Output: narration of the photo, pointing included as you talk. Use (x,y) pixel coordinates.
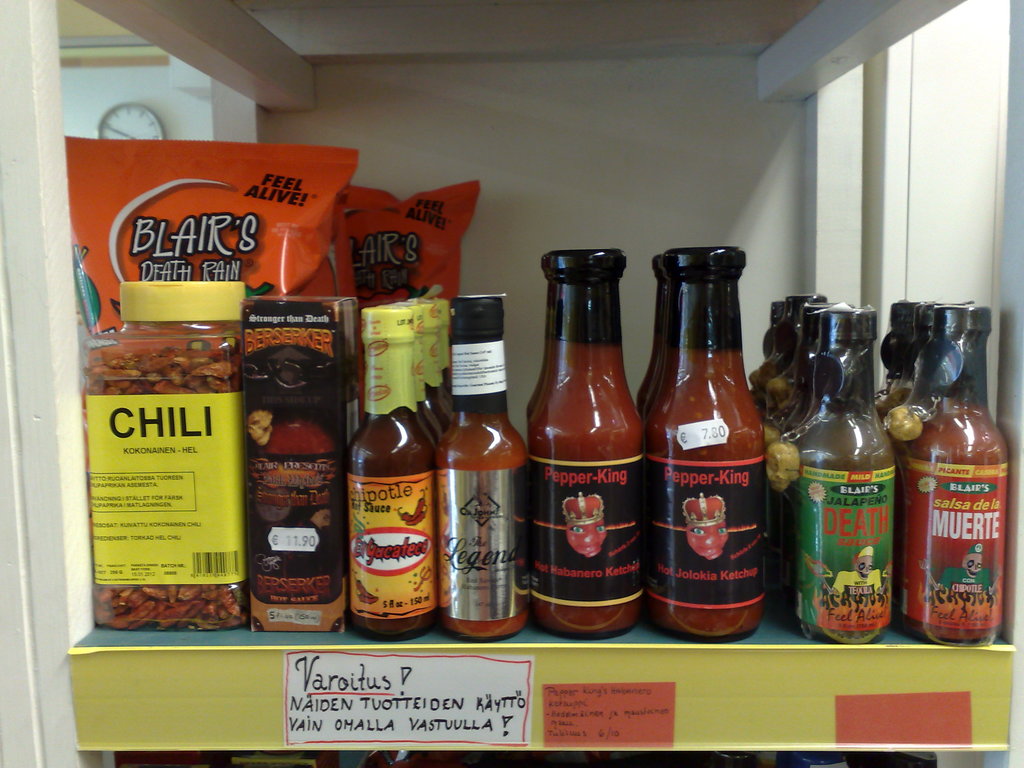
In the picture there is a shelf (469,258) in the shelf (836,289) there are many bottles (858,436) with the liquid (372,447) in it there is a sticker (215,497) on the bottle (579,549) on the sticker (507,532) there is a text (945,524).
